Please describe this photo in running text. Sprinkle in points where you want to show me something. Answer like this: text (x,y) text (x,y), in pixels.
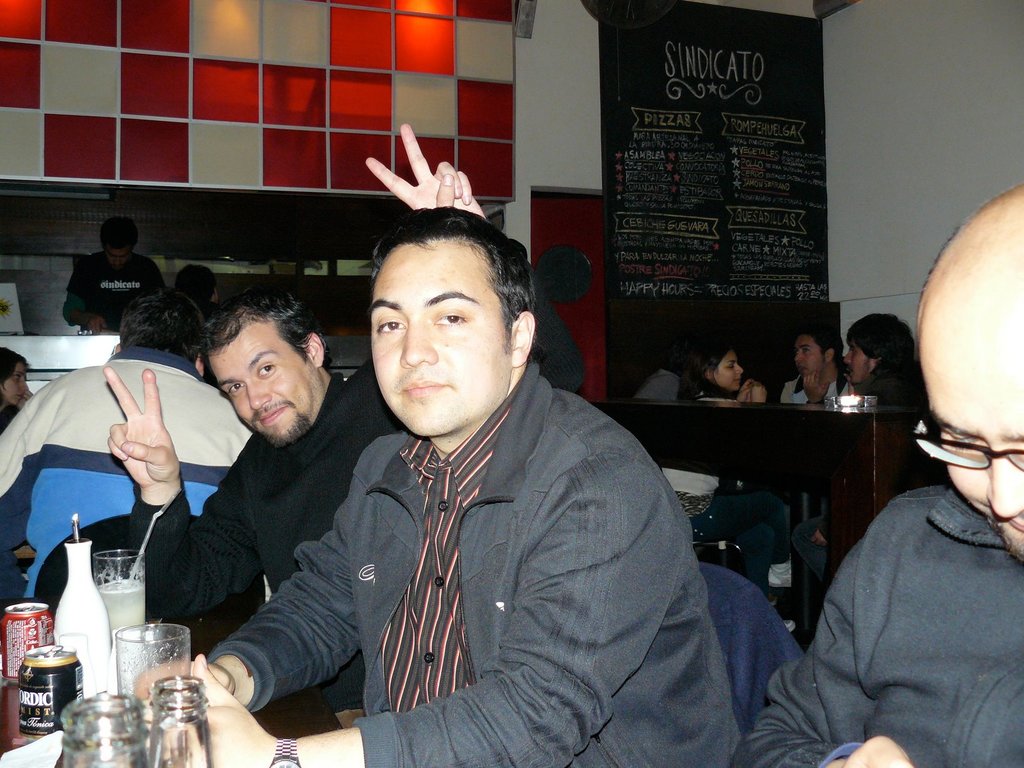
In this picture we can see some people (937,610) sitting on chairs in front of table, there are some glasses (159,654), bottles (94,600), tins (47,615) present at the left bottom (60,660), in the background (908,170) there is a wall (910,188) and a black board (771,122), we can see some handwritten text (673,185) on the board (719,175).
